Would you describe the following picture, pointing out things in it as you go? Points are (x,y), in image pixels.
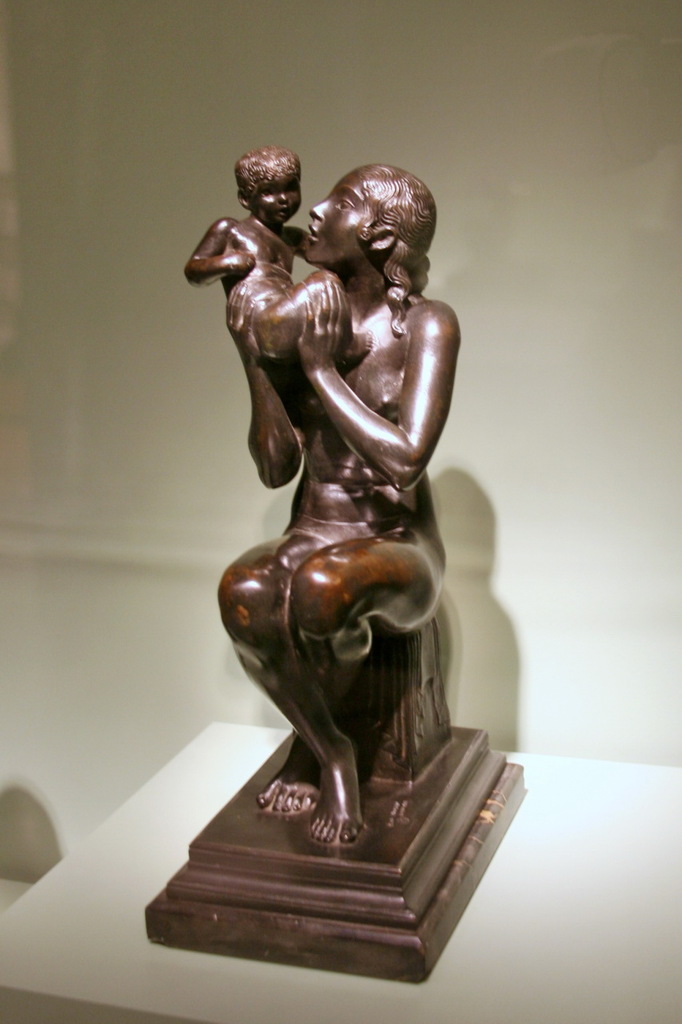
In this image I can see an idol (360,453) is placed on a table (592,908). In the background (318,102) there is a wall (69,449). This idol (336,466) is of a person (319,411) who is carrying a baby (293,326) in the hands (334,328).
